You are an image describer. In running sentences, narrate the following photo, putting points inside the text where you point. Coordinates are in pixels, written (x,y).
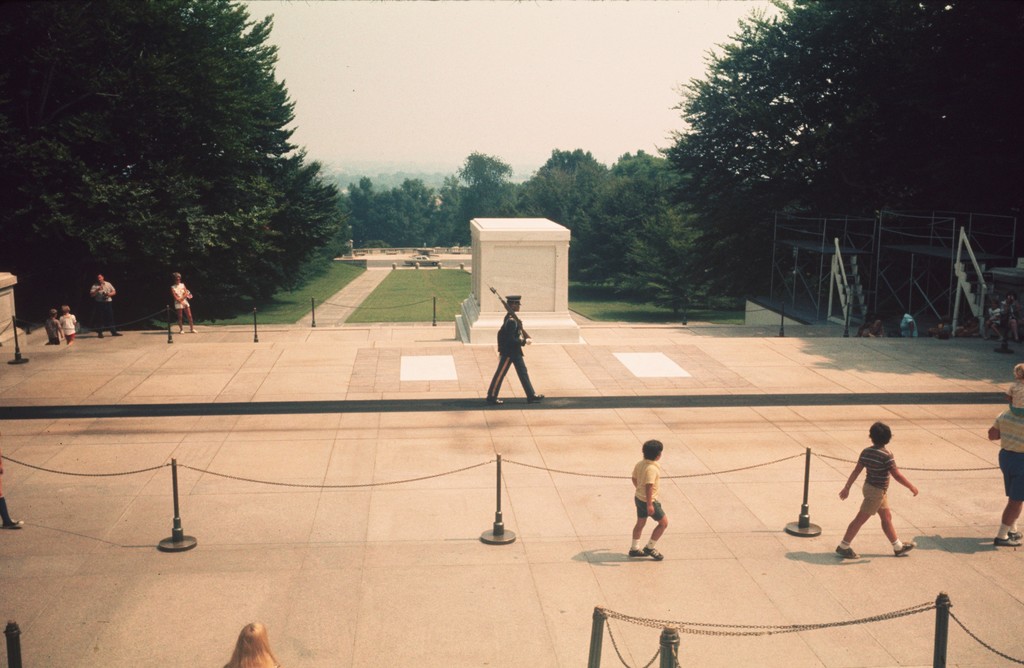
In the image there is a person (515,345) walking on the land (484,420) holding a gun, on the right side (891,518) there are two kids (882,500) walking between fence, in the back (621,176) there are trees (276,169) with garden (382,290) in the middle of it and above its sky (666,61).
